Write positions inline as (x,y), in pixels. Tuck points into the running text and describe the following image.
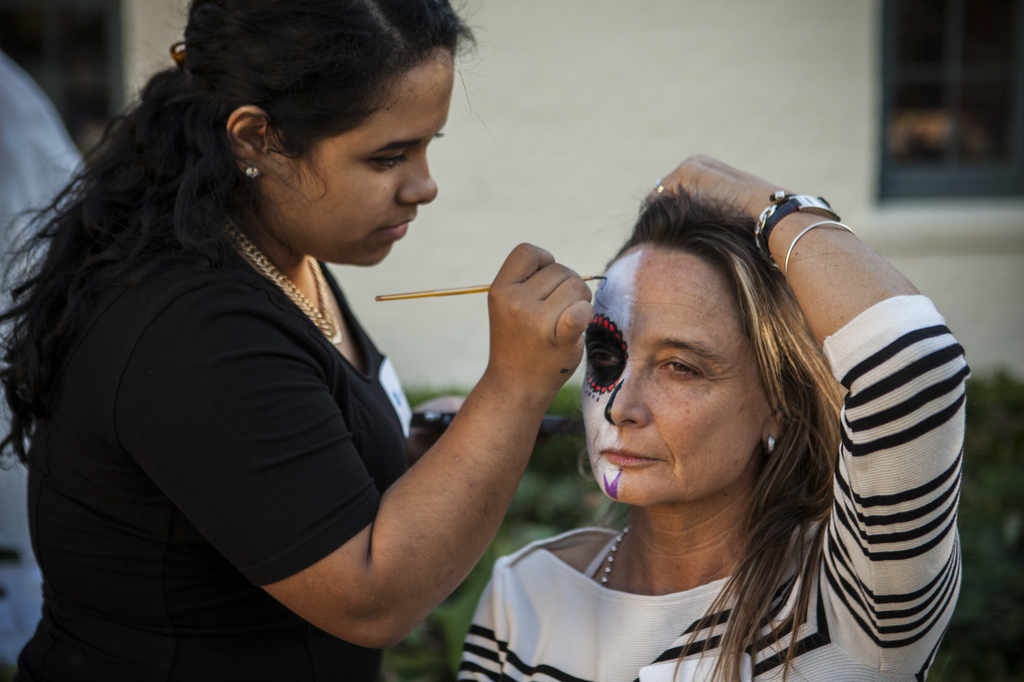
In the picture we can see a woman (379,587) standing and doing a make up to another woman (681,575) who is sitting and the woman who is standing is wearing a black T-shirt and holding a brush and woman (721,568) who is sitting is wearing a white T-shirt (563,592) and black lines (897,350) on it and holding her head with hand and behind them we can see some plants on the floor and behind it we can see a wall (888,224) with a window (1012,89) which is black in color.
